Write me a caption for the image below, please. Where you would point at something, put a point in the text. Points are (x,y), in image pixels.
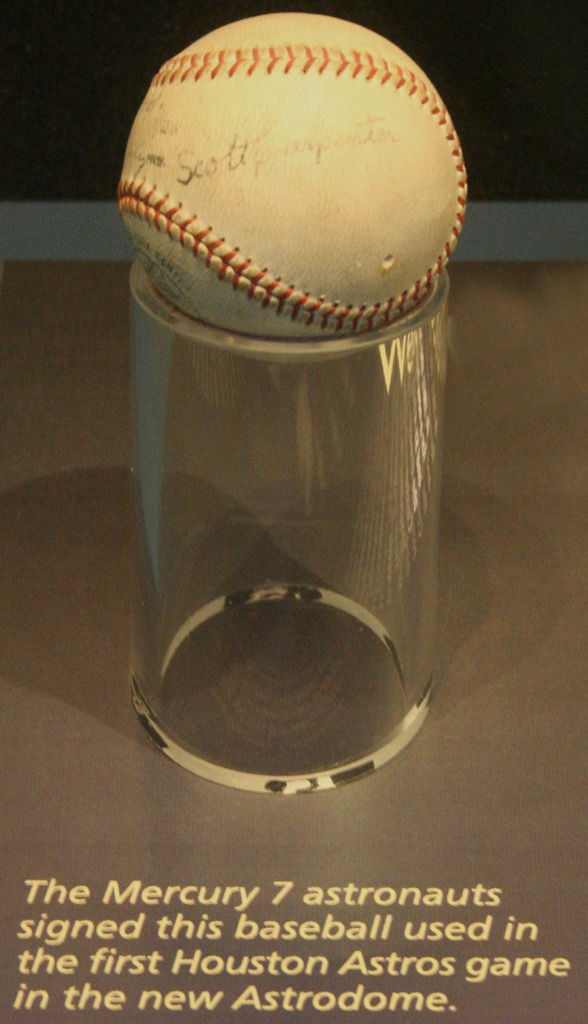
In the picture I can see a ball (258,295) at the top of the glass (349,437). I can see the text (154,893) at the bottom of the picture (367,1006).
